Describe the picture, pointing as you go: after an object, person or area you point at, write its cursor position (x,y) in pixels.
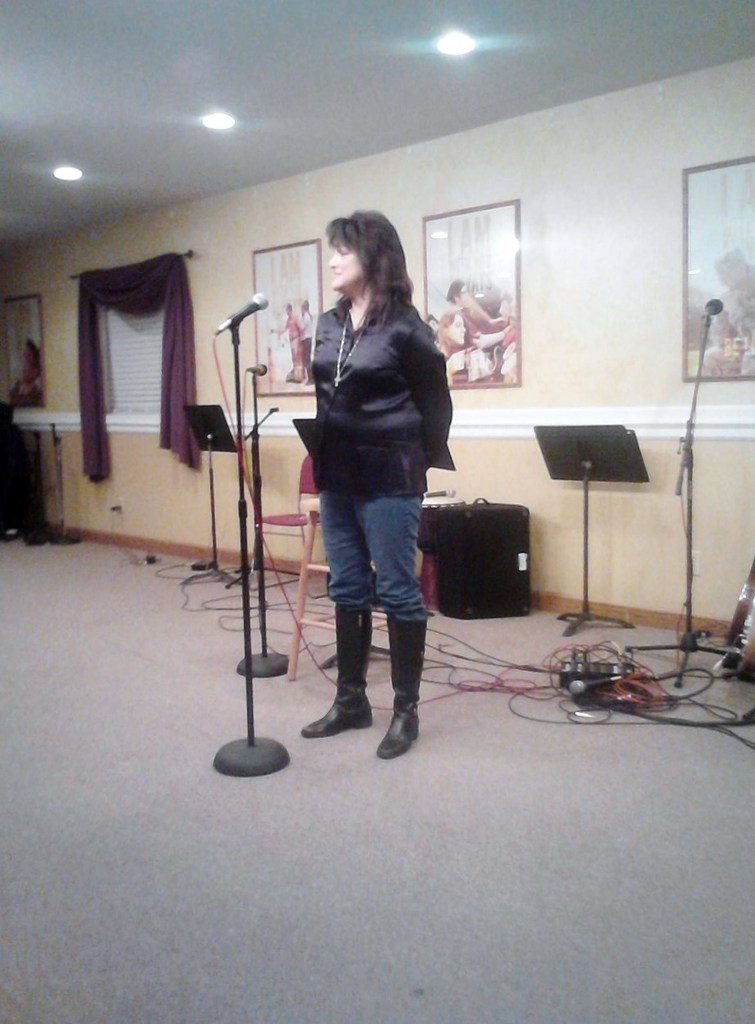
A woman (328,544) is standing and speaking in the microphone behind her there are photographs (505,255) on this wall (592,245).
